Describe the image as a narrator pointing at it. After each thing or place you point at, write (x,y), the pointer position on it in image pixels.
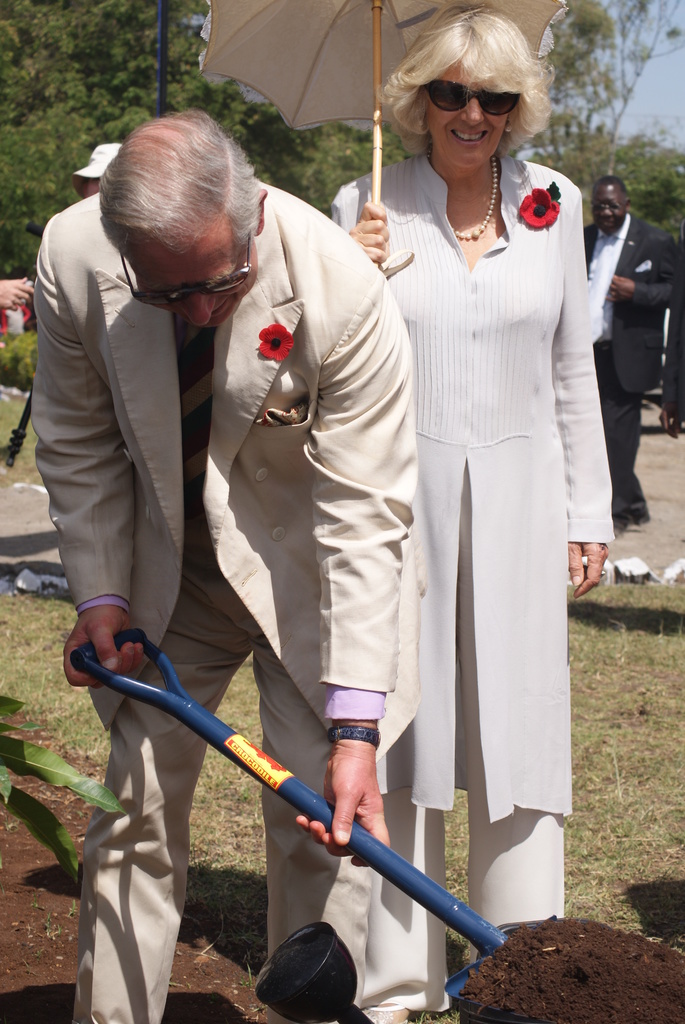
In this picture there is a person (259,573) standing and holding the tool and there is a woman (478,661) standing and holding the umbrella (378,72). At the back (598,270) there are group of people (680,353) and there are trees (388,134). At the top (633,134) there is sky (619,18). At the bottom (626,726) there is grass (648,677), mud (551,1012) and there are stones (646,574).
